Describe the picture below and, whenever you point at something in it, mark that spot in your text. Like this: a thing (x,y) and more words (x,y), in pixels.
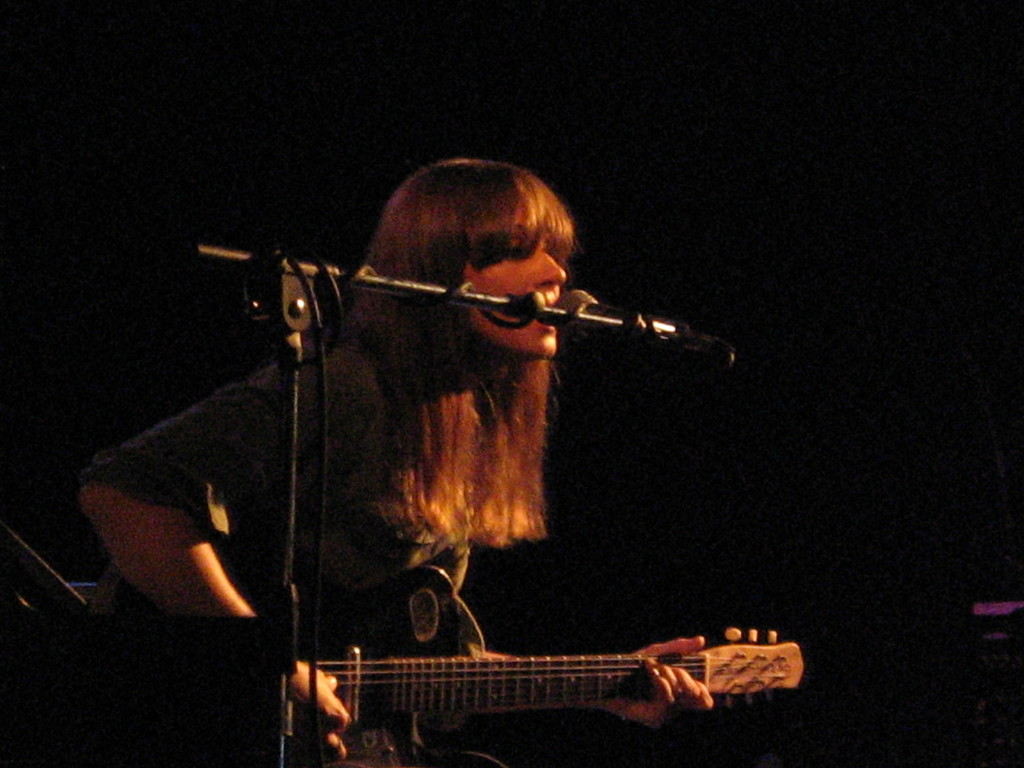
This image is clicked in a musical concert. In this image there is a woman (405,545) who is singing something. She is playing guitar (780,673), she has a mic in front of her.
